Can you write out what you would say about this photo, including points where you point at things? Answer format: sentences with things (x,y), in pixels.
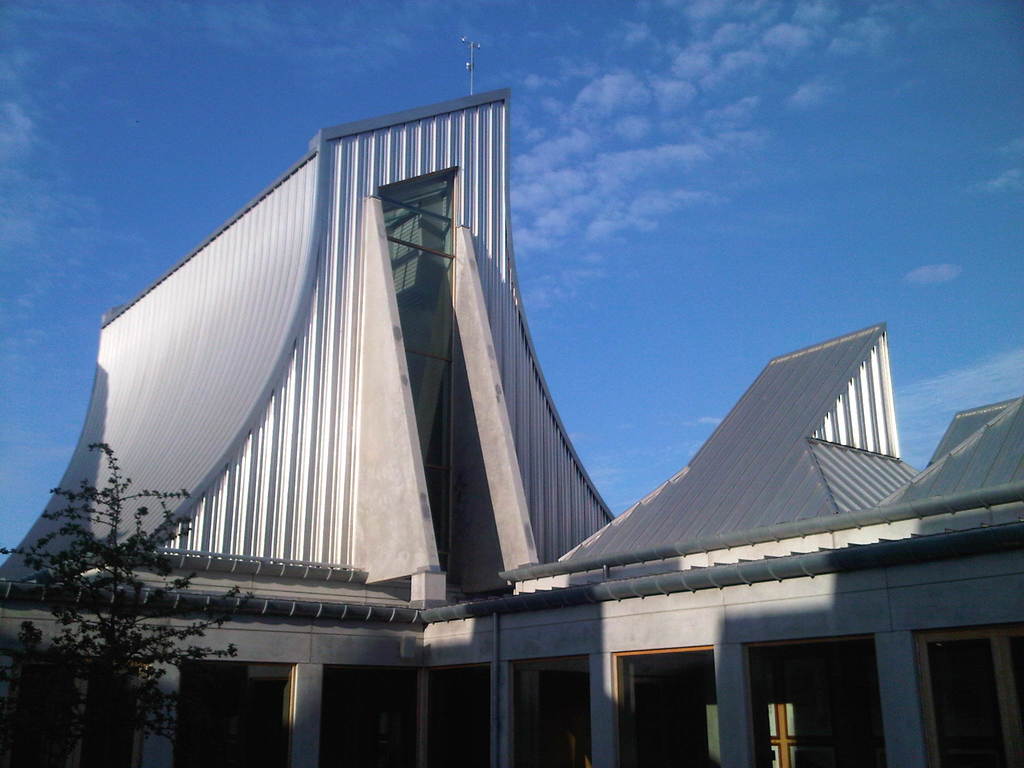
In this image we can see buildings (333,583), trees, antenna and sky (145,227) with clouds (628,152) in the background (575,195).
